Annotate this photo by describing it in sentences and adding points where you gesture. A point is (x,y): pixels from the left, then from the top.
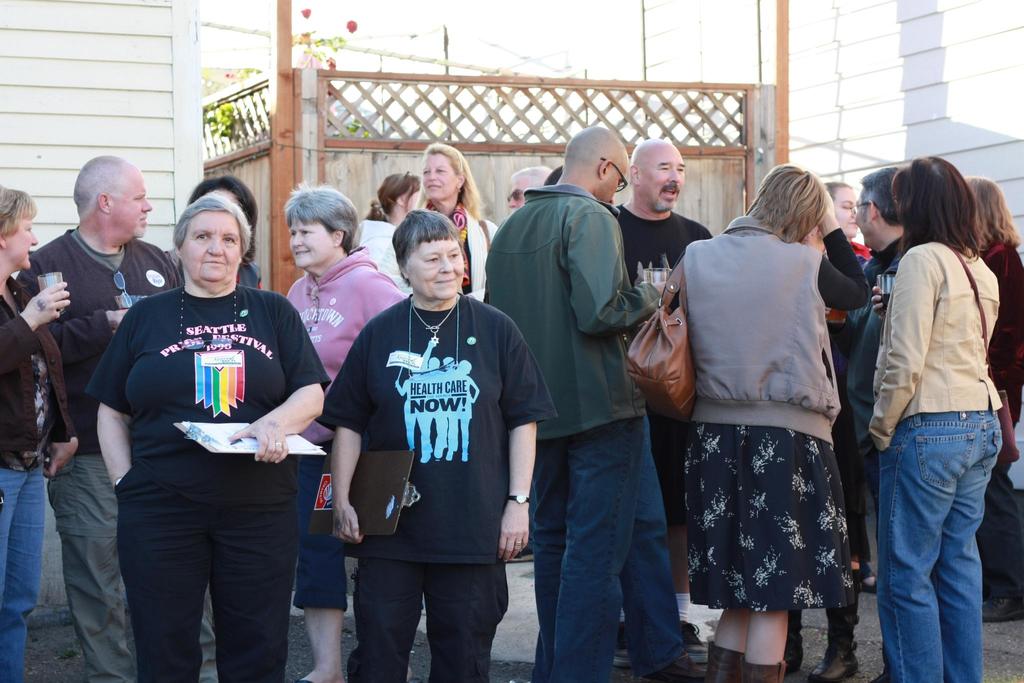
In this image in front (391,613) there are people (807,481) standing on the road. Behind them there are buildings (163,75) and plants (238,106).
